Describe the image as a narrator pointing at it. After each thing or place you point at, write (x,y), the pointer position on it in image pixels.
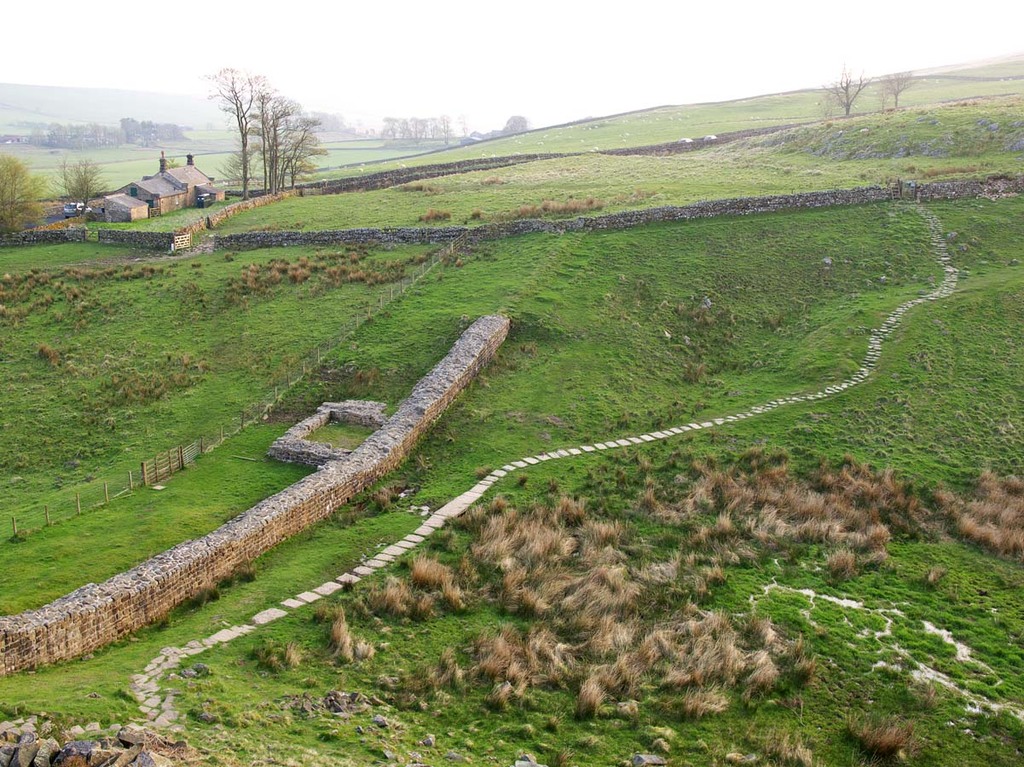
In this image, we can see some plants (582,529). There are walls (400,436) in the middle of the image (494,338). There are some trees (39,182) and shelter houses (175,175) in the top left of the image (278,186). There is a sky (553,78) at the top of the image (558,76).
